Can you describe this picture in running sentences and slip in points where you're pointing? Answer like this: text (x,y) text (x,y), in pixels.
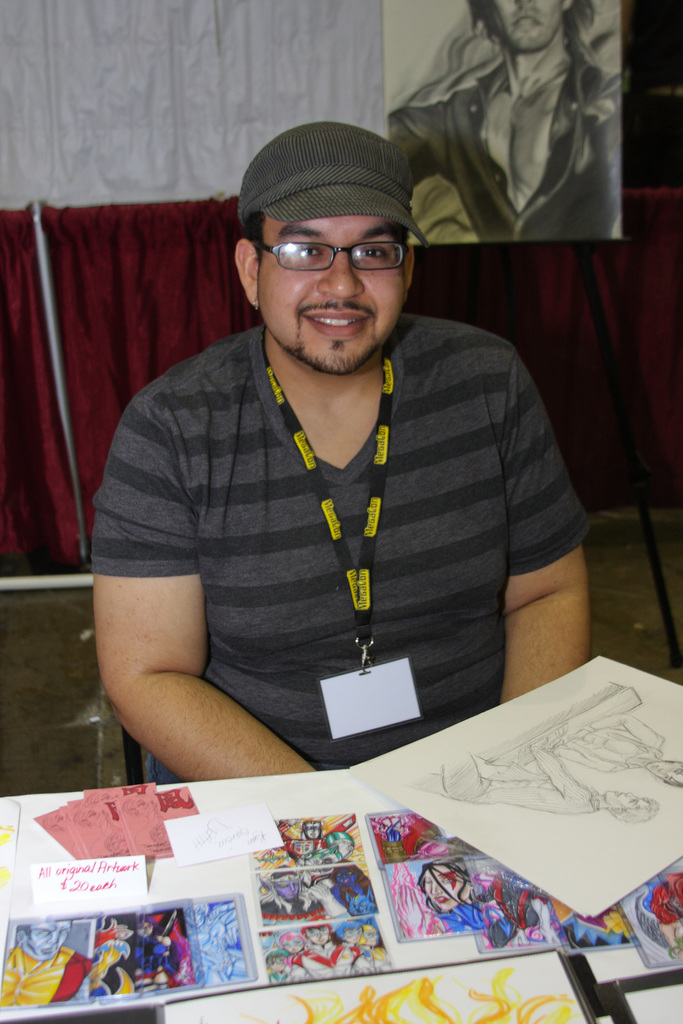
This is the picture of a person (425,482) who is wearing cap (381,192) and sitting in front of the table (326,792) on which there are some pictures (344,853), paper (605,754) and behind there is a drawing (464,20).
